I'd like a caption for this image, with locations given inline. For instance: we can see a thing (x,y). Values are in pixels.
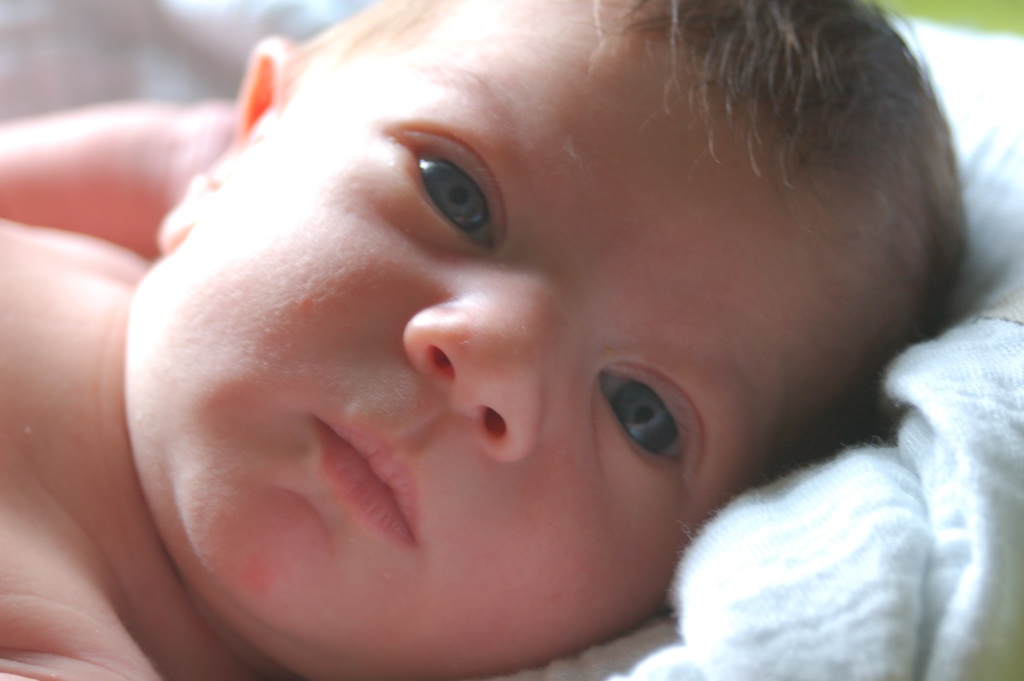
In this image, I can see a baby boy (142,508) lying down. This looks like a blanket (949,418), which is white in color.
